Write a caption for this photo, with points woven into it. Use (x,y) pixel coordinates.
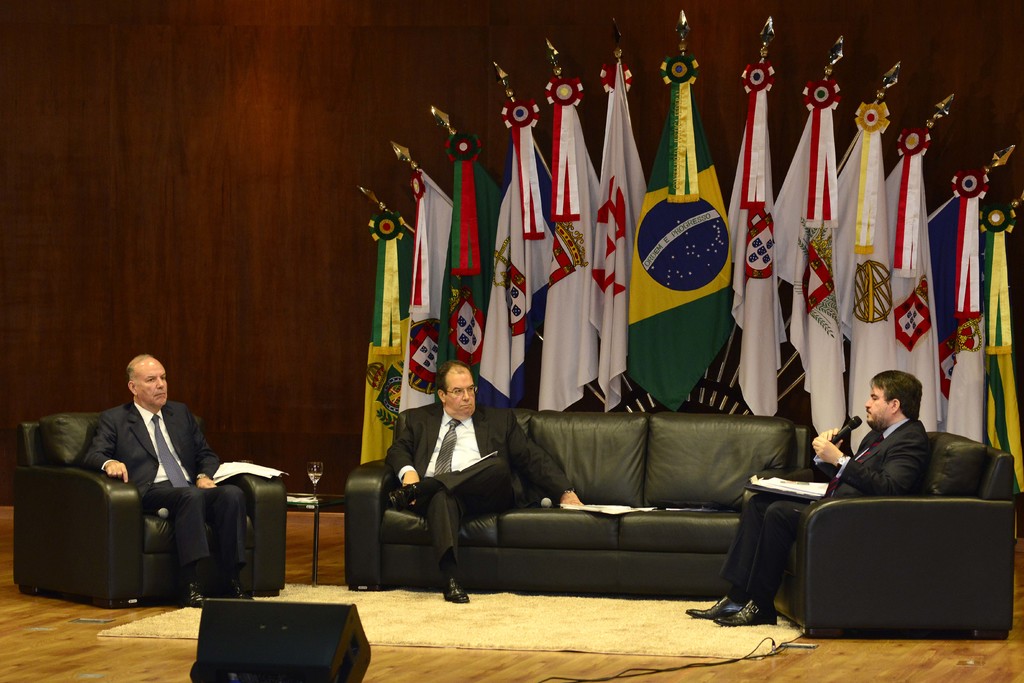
In this image there are three persons (891,492) wearing black suits (150,450) sitting on the couch (613,499) and at the top of the image (570,95) there are different national flags (670,292) and at the bottom of the image (317,677) there is a box (251,605).
